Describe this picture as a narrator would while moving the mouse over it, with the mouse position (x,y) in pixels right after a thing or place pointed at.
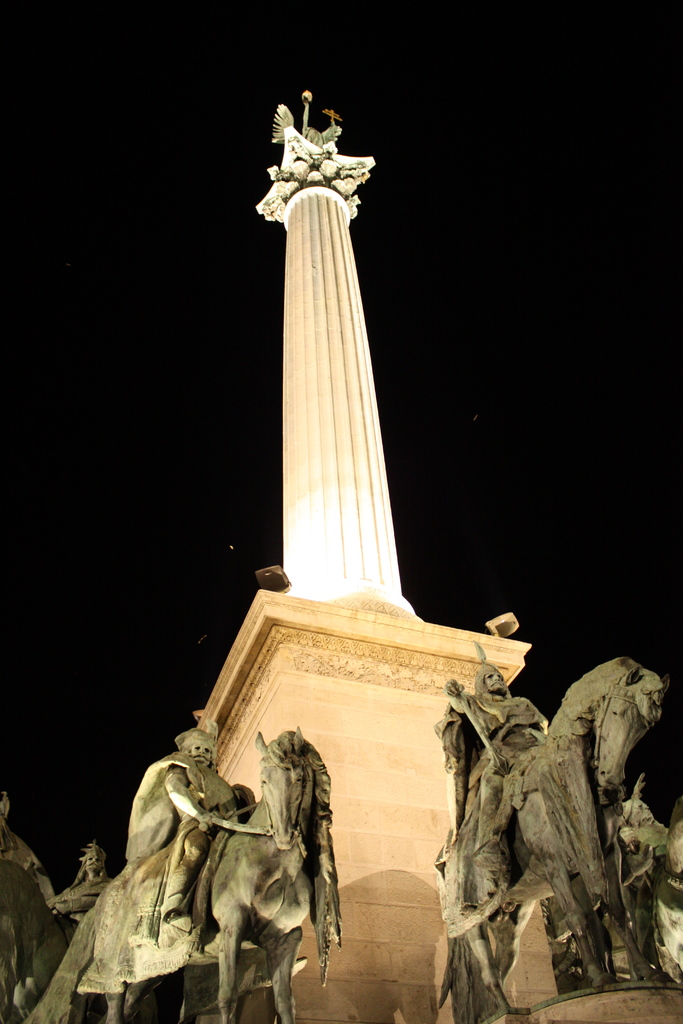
In this picture I can see statues (467,829) among them I can see a statue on the pillar (286,367). The background of the image (265,106) is dark.
